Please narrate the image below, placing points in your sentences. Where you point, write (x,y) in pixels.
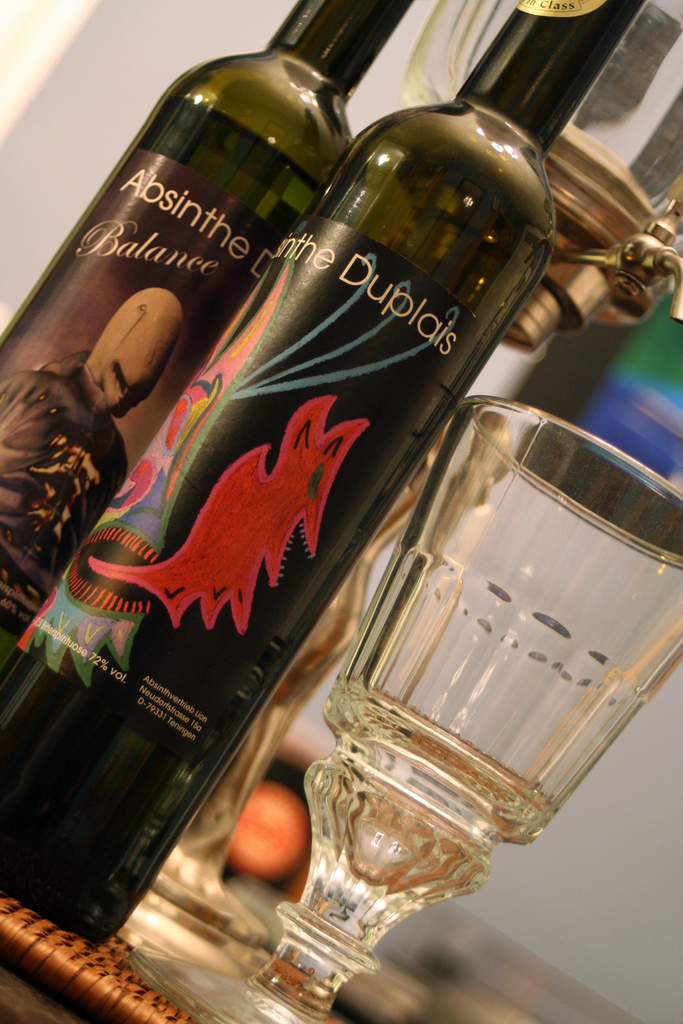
Here I can see a table (384,989) on which two wine bottles (225,200) and glasses (374,828) are placed. The background (154,14) is blurred.
